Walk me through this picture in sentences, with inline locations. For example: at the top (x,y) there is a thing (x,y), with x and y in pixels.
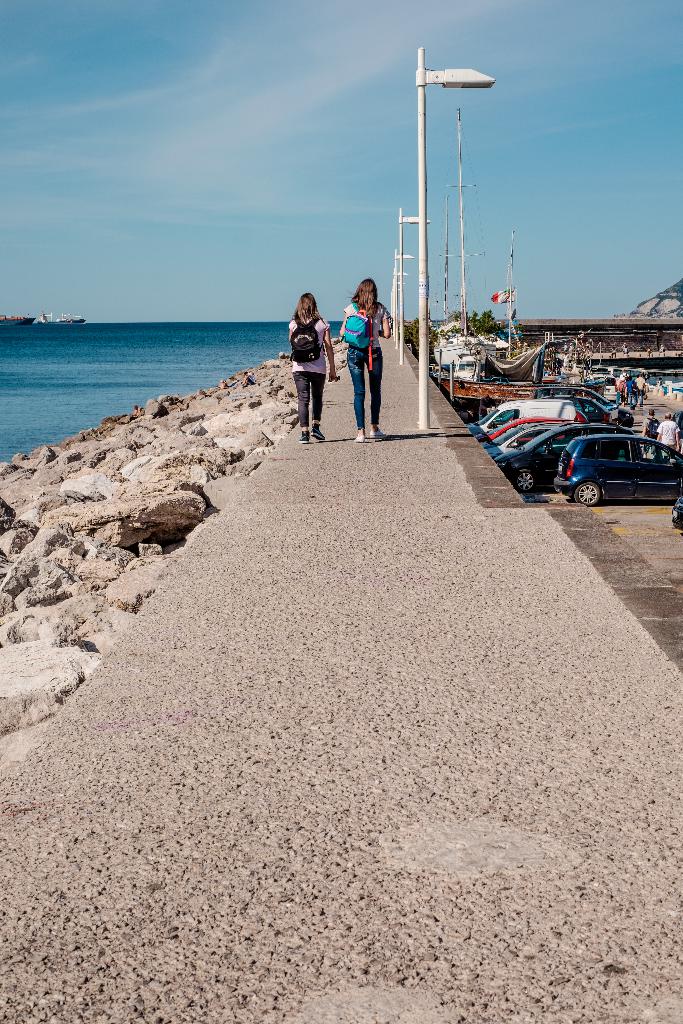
In this image we can see two women (363,375) standing on the pathway (446,553). We can also see some street poles (402,335), stones (164,471) and a ship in a large water body (180,375). On the right side (666,422) we can see a group of people (670,433) and some cars (558,479) on the ground (647,506). We can also see the flag (507,296) to a pole (512,275), the hill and the sky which looks cloudy.
